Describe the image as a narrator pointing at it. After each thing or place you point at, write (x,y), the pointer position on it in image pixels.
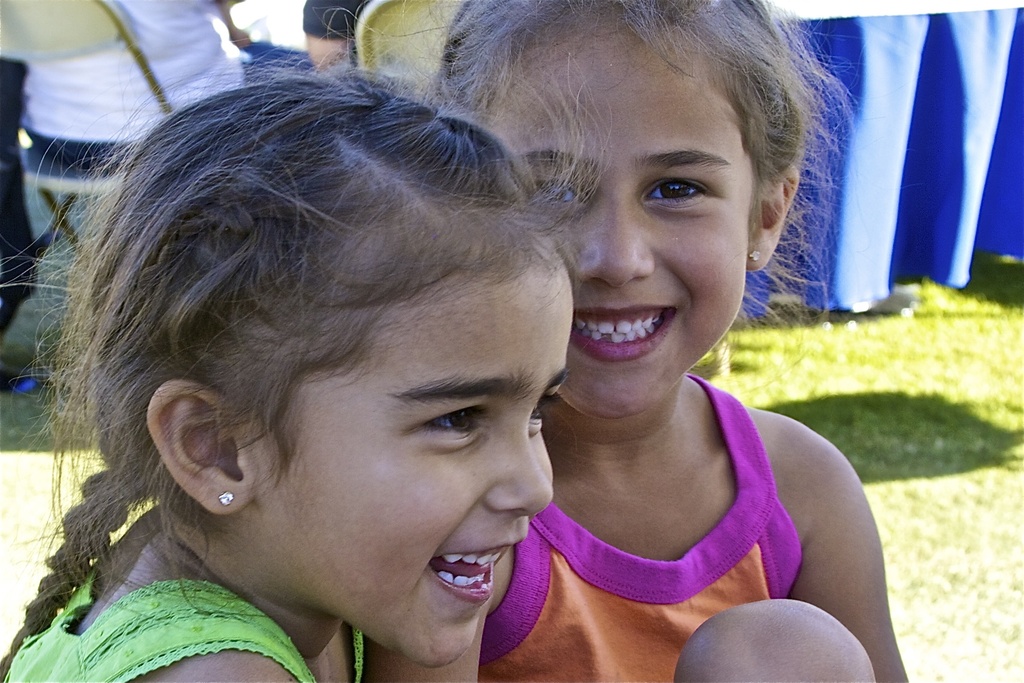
In the middle of this image (592,348), there are two child girls (709,614) in different colored dresses (191,639), smiling. In the background (855,231), there is a blue colored cloth (866,68), there are two persons (360,4) sitting on chairs (413,21) and there is grass (897,358) on the ground (876,368).
